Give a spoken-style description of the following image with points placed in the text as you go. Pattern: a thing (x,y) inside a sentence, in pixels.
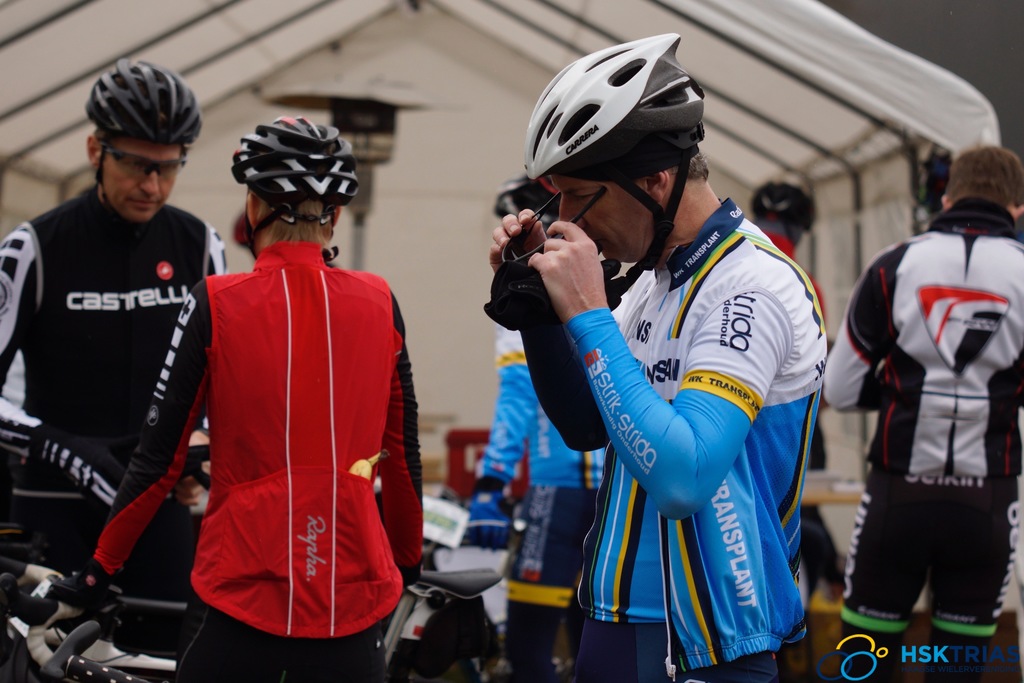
In the center of the image (661,320) we can see persons (523,413) standing at the bicycles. In the background (272,34) we can see tent (562,42) and person (761,220).
